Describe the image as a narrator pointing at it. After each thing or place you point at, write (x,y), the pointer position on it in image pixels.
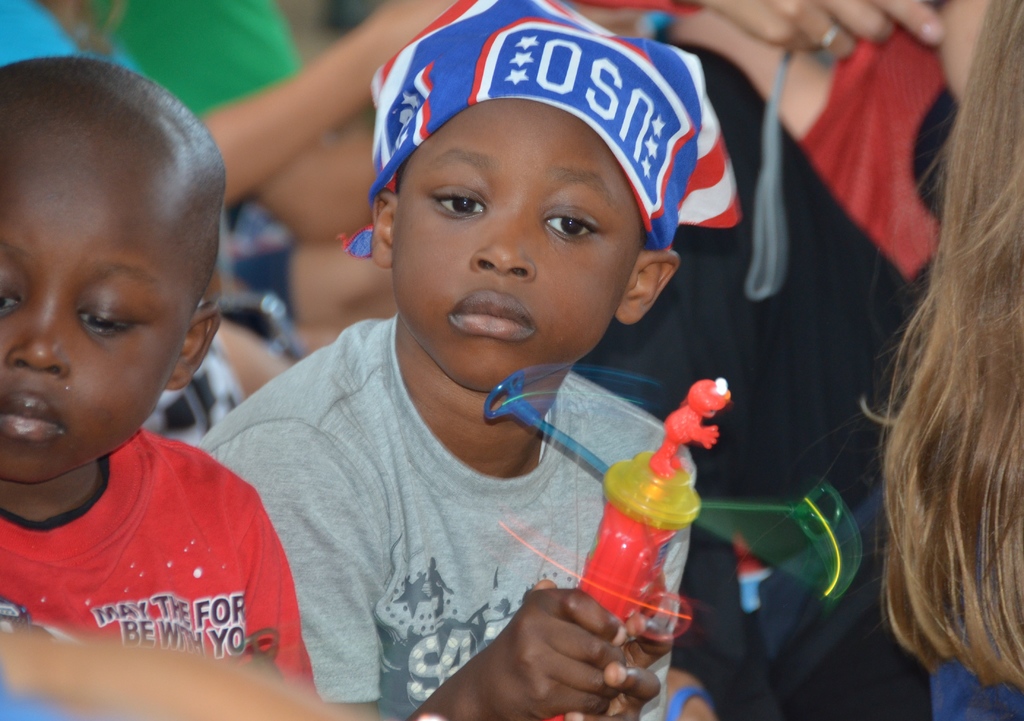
In this image I can see two children (424,464) wearing red and ash colored dresses (235,496) are sitting. I can see a child (458,499) is holding a toy (603,552) which is orange, blue and yellow in color. In the background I can see few other persons (706,306).
